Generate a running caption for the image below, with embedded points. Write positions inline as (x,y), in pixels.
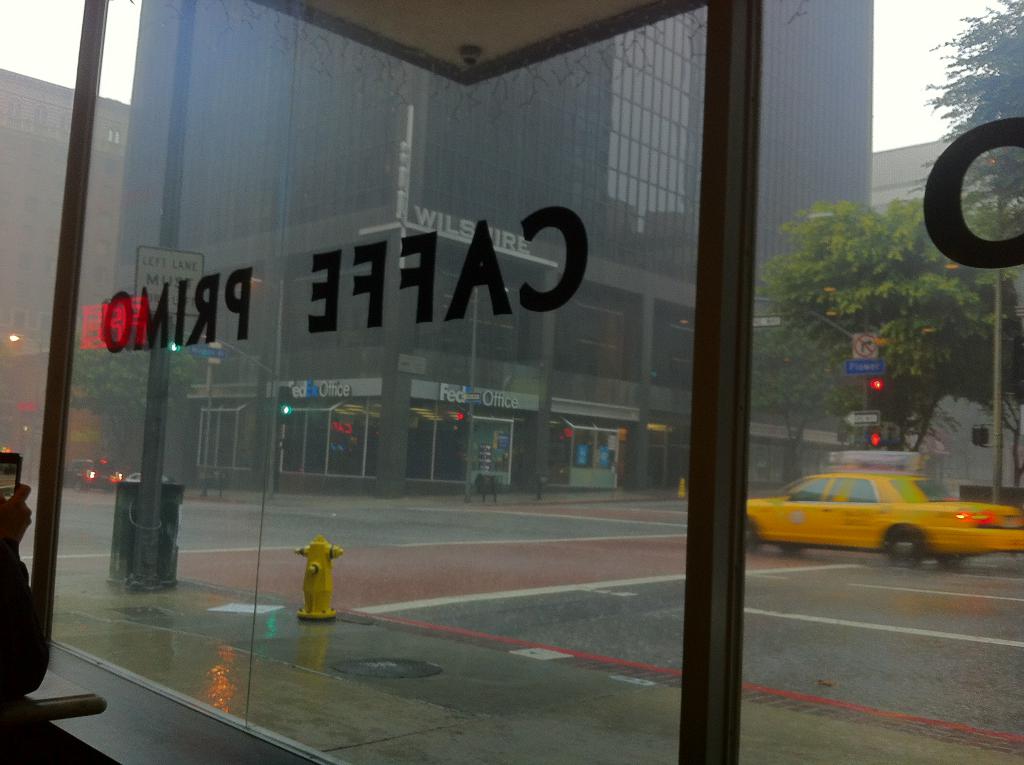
In this image there is a fire hydrant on the pavement (216,637) having a pole (152,513) and an object (136,548). There are vehicles (965,504) on the road (606,552). Left side (7,603) a person's hand (7,507) is visible. He is holding a mobile (2,483). Right side (865,424) there are traffic lights (878,377) and boards (866,346) are attached to a pole (866,411). There is a pole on the pavement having a traffic light (283,405) attached to it. Background (298,383) there are buildings (613,308) and trees (969,315). Top of the image (889,72) there is sky (54,48).
